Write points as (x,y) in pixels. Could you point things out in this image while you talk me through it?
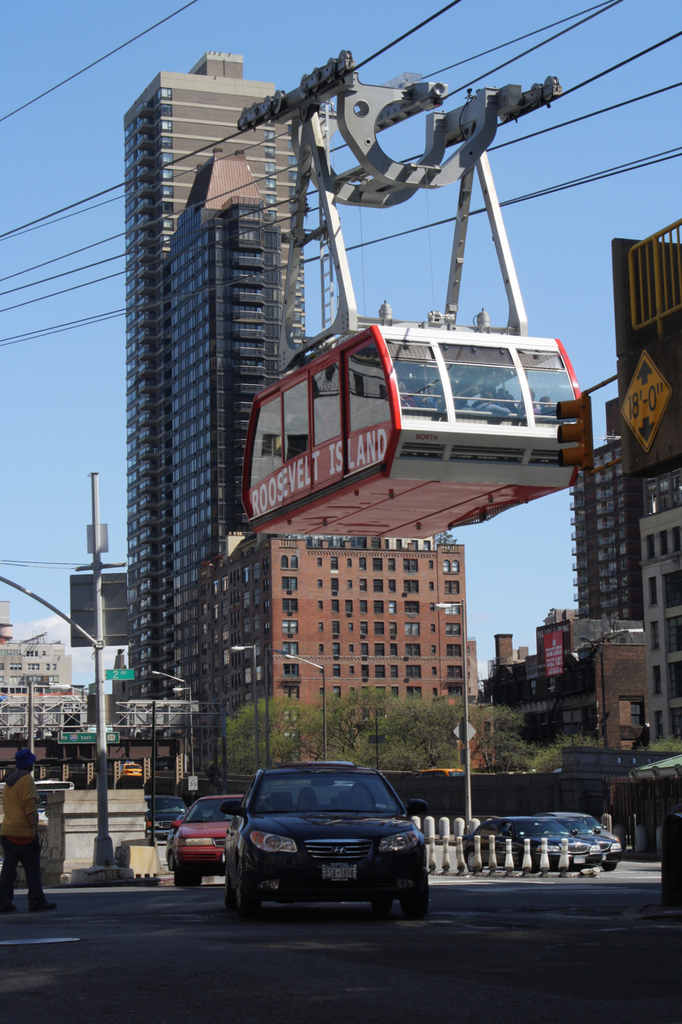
Here there are few people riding on the cable car (432,334). On the road (442,958) there are vehicles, poles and on the left (15,830) there is a man (28,841) standing on the road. In the background (189,648) there buildings (150,542), trees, windows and sky (125,510).
